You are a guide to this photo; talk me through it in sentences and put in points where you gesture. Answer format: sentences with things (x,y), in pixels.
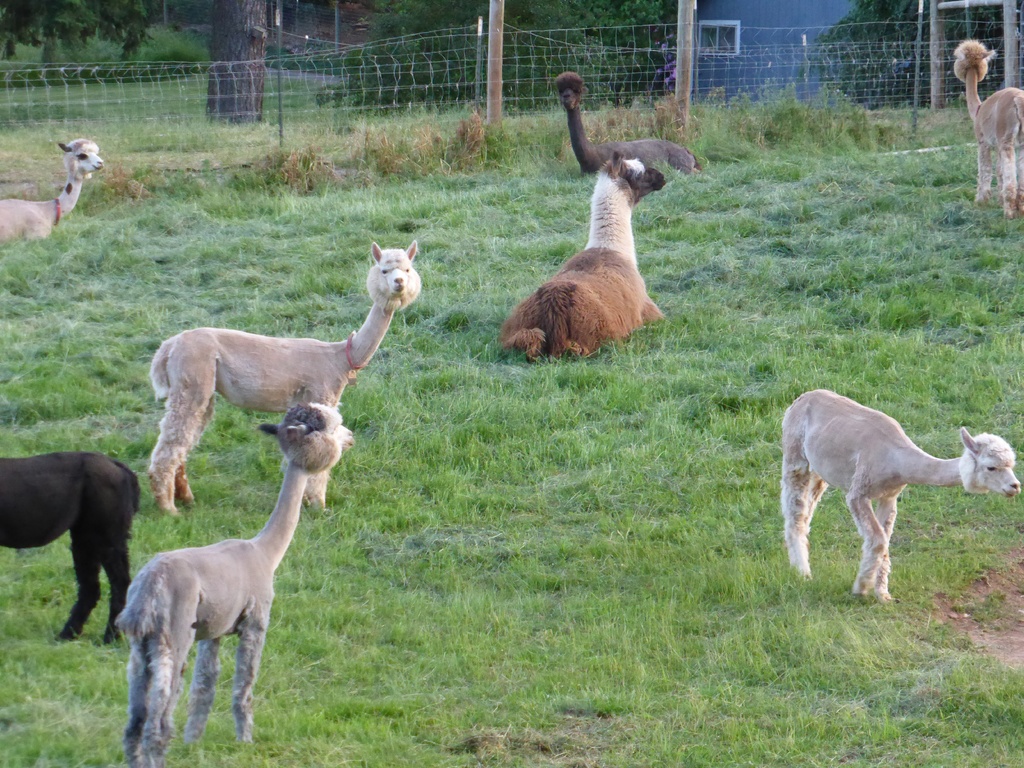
In this image we can see a few animals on the ground (751,194), there are some trees (432,13), grass (655,126), poles (686,93) and fence (792,86).
